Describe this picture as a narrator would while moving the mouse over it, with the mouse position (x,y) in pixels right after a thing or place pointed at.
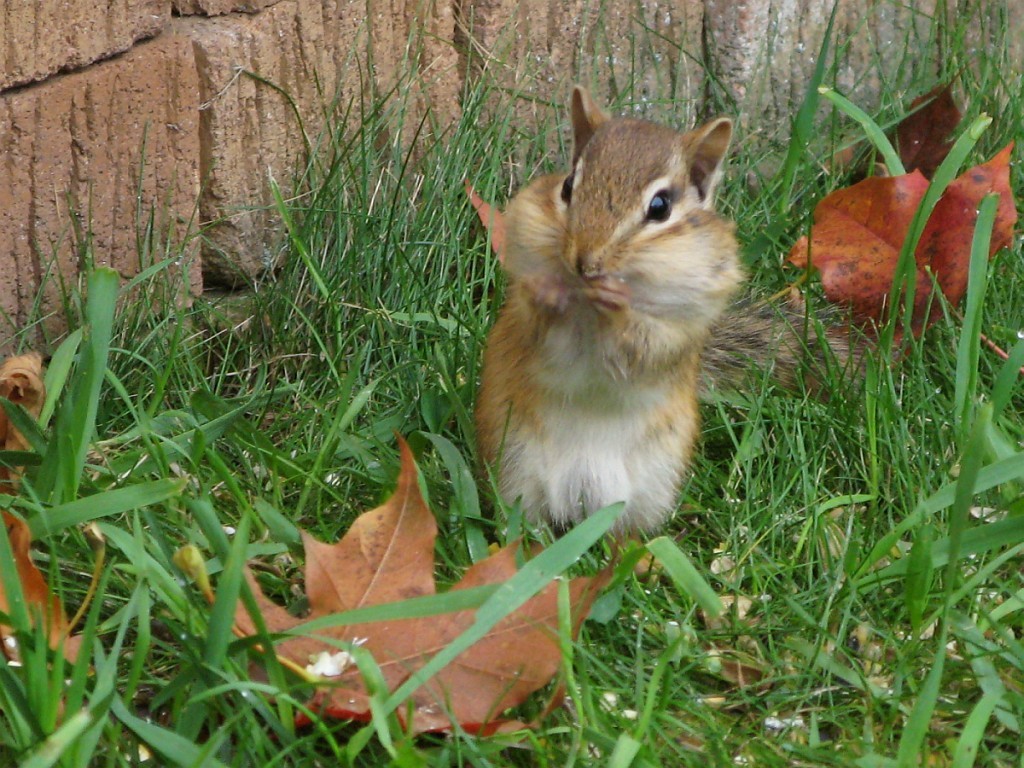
In this picture we can observe a squirrel (632,289) which is in brown and white color on the ground (776,401). There are some dried leaves (406,586). We can observe some grass (493,509) on the ground (888,294). In the background (261,133) there is a wall (224,97).
